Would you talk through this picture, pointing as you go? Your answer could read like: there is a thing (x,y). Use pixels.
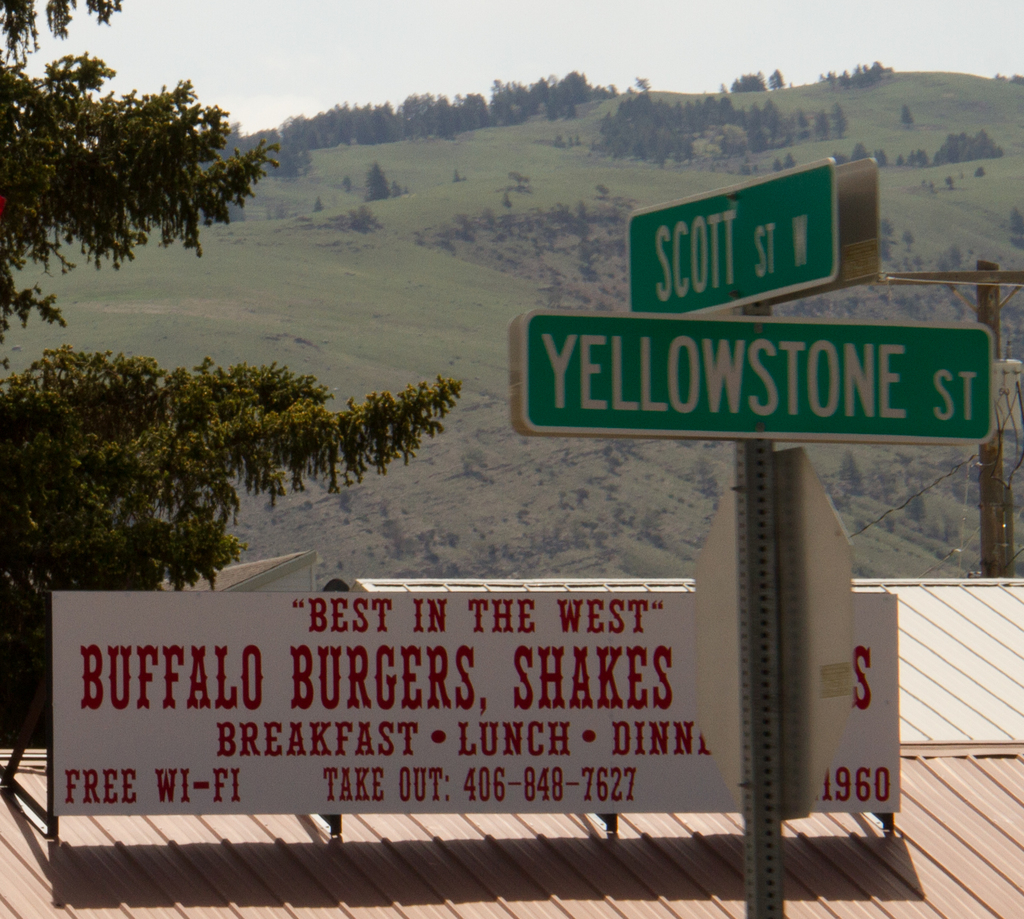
In this image there are two direction boards (763,381) in the middle (607,332) behind them there is a big hoarding (536,669) of the restaurant (550,673). In the background (409,205) there are hills (415,188) with the trees (457,122). At the top (276,67) there is sky (270,67). On the left side (53,497) there is a tree (62,427) behind the store (110,774). On the right side (998,526) there is an electric pole (995,424). At the bottom (470,899) there are asbestos sheets (434,895).
